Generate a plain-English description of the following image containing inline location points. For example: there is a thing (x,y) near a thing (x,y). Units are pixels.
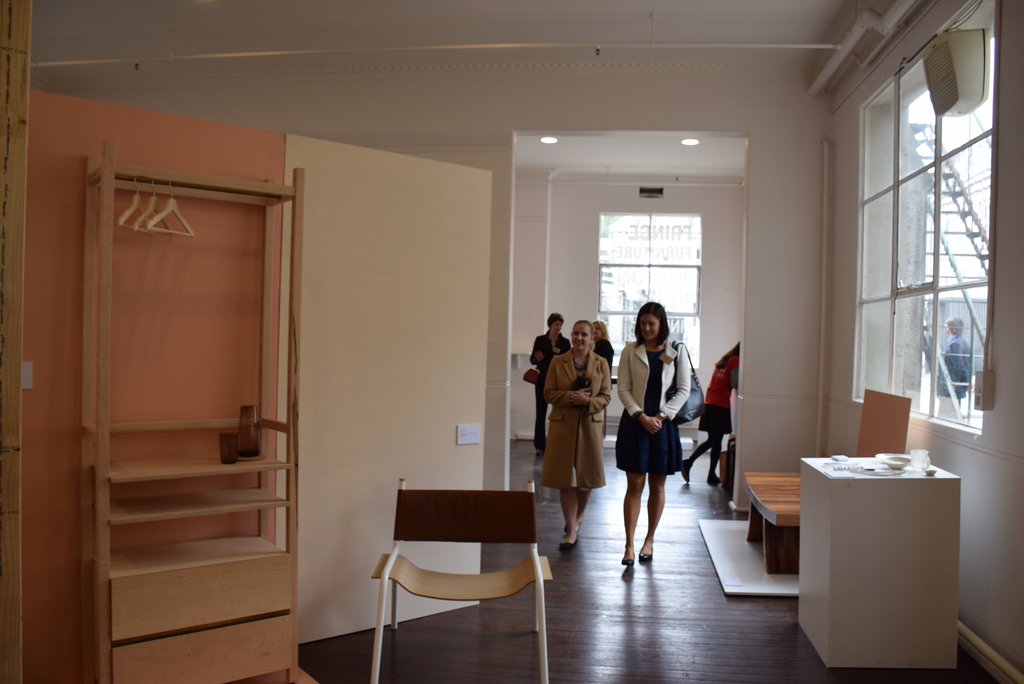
This picture is clicked inside the room (667,593). On the left (146,209) we can see the hangers (148,223) hanging on the wooden object (211,191) and we can see the chairs (501,584) and some other objects (798,493) are placed on the ground (701,589). In the center (666,399) we can see the group of persons (638,428) seems to be walking on the ground (706,589). At the top (447,39) there is a roof (379,33), ceiling lights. On the right corner (972,219) we can see the window (881,162) and through the window (885,160) we can see the ladder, a person (966,344) and some other objects (966,155). In the background (574,227) we can see the wall (572,207) and the window (618,249) and some other objects (886,414).
